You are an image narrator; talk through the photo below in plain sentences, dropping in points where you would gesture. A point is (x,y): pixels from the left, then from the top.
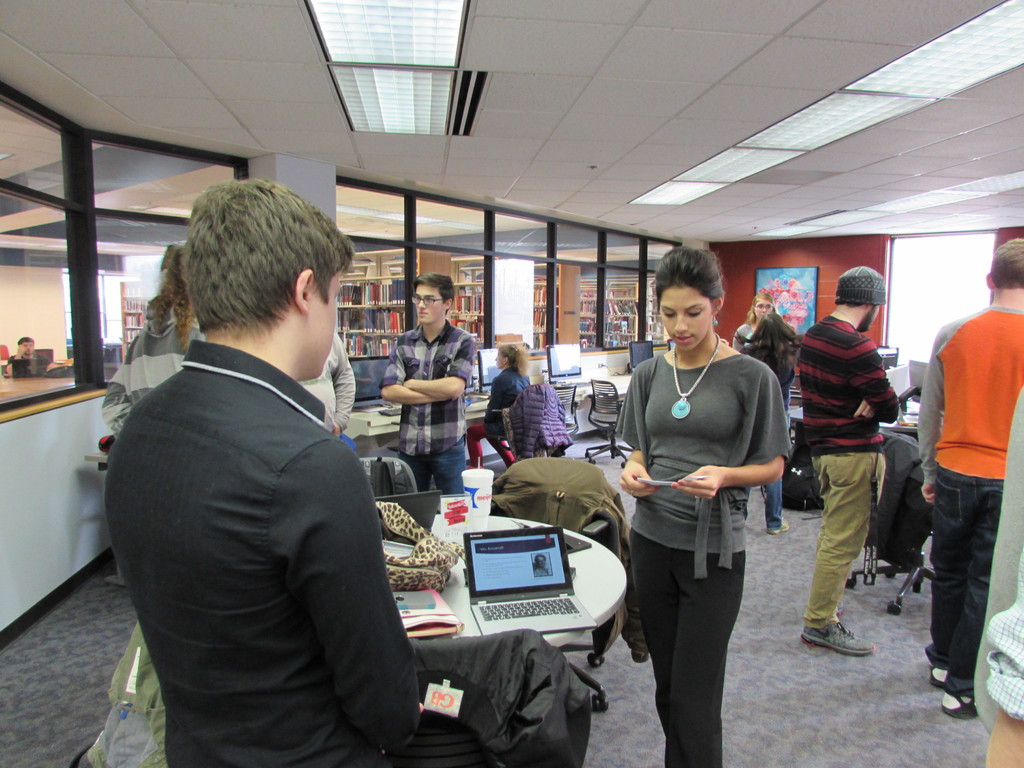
This picture is of inside the room (763,674). On the right (995,415) there are two persons (990,504) standing. In the center (651,375) there is a woman (687,492) wearing grey color t-shirt (742,442), holding a paper (681,479) and standing. There is a man (267,491) wearing a black color shirt (288,552) and standing. There is a table (607,588) on the top of which laptops (482,563), glass (481,499), book (417,616) and a backpack (407,473) is placed, behind that there is a man (433,345) wearing shirt (442,416) and standing. In the background (481,427) there is a woman (510,377) sitting on the chair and we can see the shelves (455,276) containing books (592,289) and a picture frame (810,277) hanging on the wall (831,251) and on left corner (35,353) a person (34,357) sitting on the chair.
